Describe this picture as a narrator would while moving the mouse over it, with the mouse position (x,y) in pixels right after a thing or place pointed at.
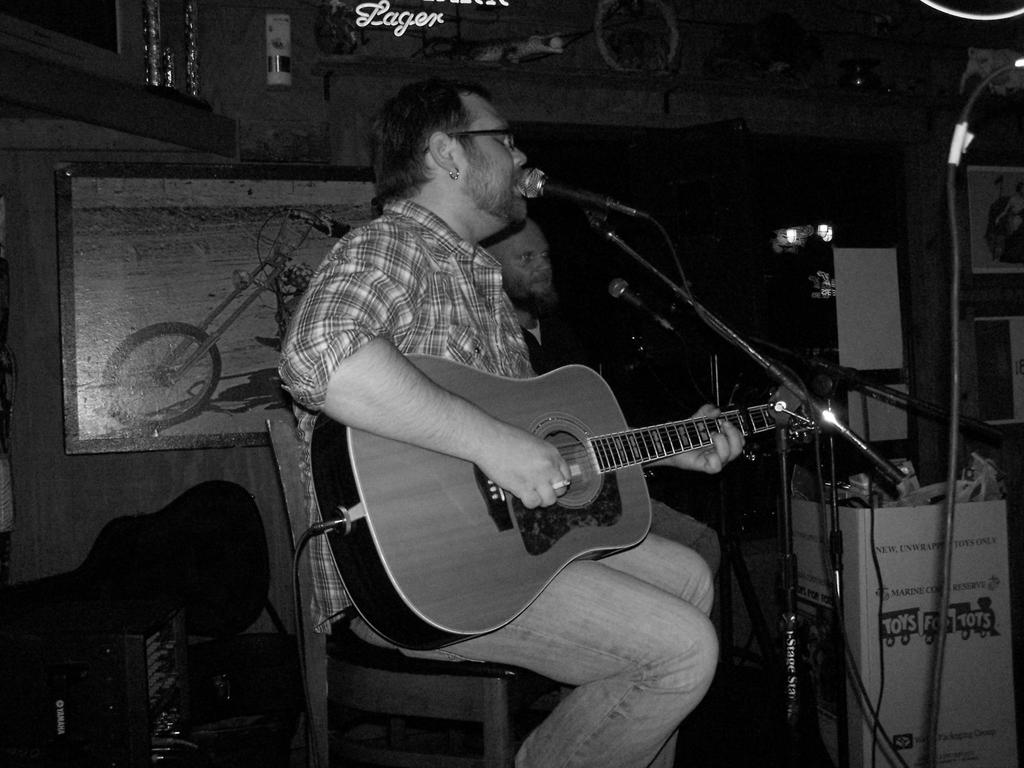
This picture shows a man (314,572) seated on the chair (342,721) and playing guitar (534,401) and singing with the help of a microphone (535,174) and we see other man (530,330) seated.
